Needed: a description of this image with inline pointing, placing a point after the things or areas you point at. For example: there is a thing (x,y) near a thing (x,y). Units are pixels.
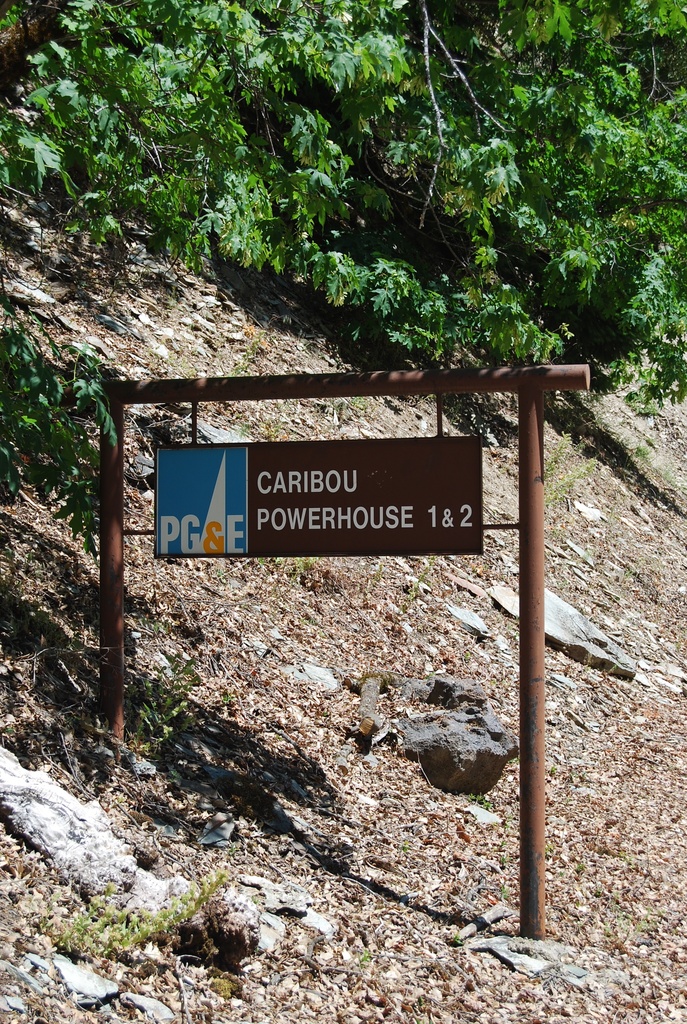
As we can see in the image there are trees (409,174) and a sign board (339,527) over here.
